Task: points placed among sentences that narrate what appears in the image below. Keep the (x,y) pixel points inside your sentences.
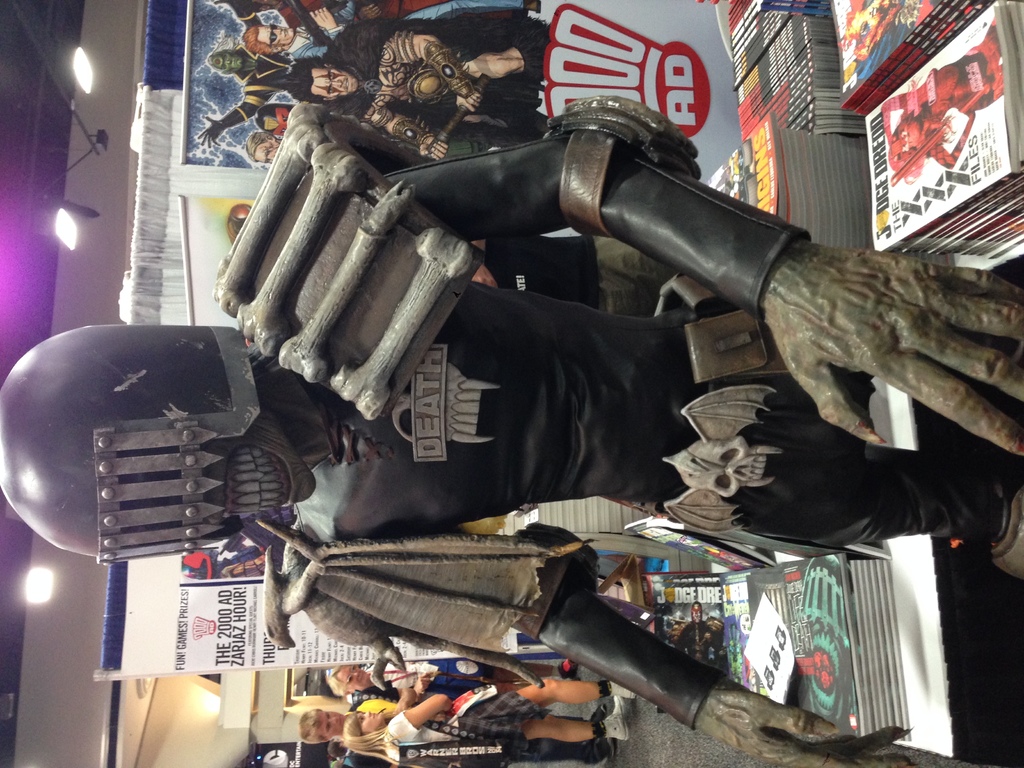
In this image we can see a statue (655,320). We can also see a group of books (751,560) placed on the surface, some banners (206,105) with text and pictures (533,110) on them, a curtain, a group of people (500,737) standing on the floor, a wall (65,555) and a roof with some lights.
